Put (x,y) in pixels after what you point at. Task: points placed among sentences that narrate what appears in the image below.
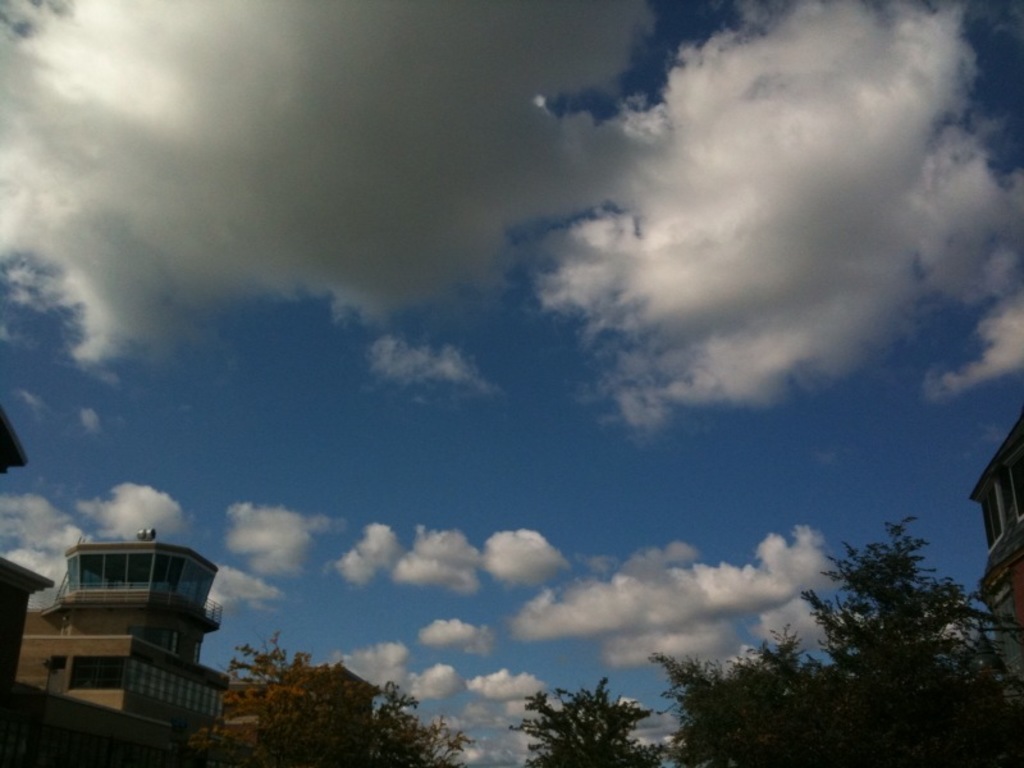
Sky (560,233) is cloudy. Here we can see buildings (44,691) and trees (852,703). To these buildings (995,535) there are windows (143,570).
